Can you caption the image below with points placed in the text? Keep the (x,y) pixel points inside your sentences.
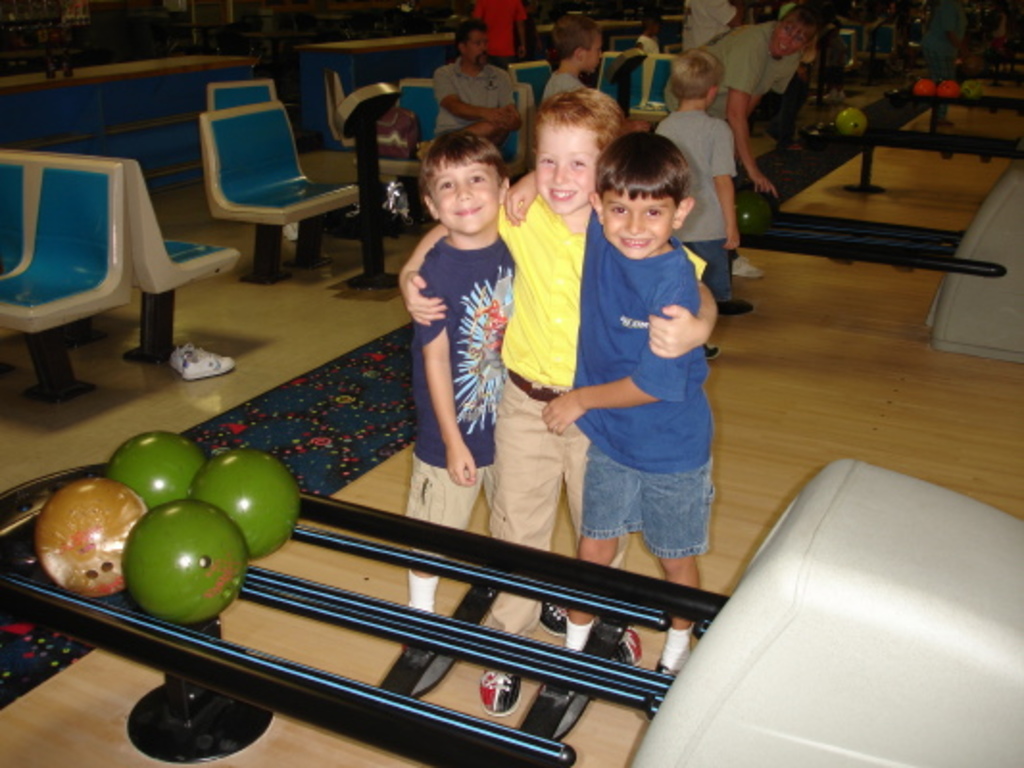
In this image I can see three children (407,293) are standing and I can see smile (461,217) on their faces (444,176). Here I can see few balls (195,474) and in the background (22,313) I can see few people (787,52), few chairs (329,191) and few more balls (954,84). I can see all of them are wearing t shirts (728,143) and here I can see white colour shoes (195,362).
